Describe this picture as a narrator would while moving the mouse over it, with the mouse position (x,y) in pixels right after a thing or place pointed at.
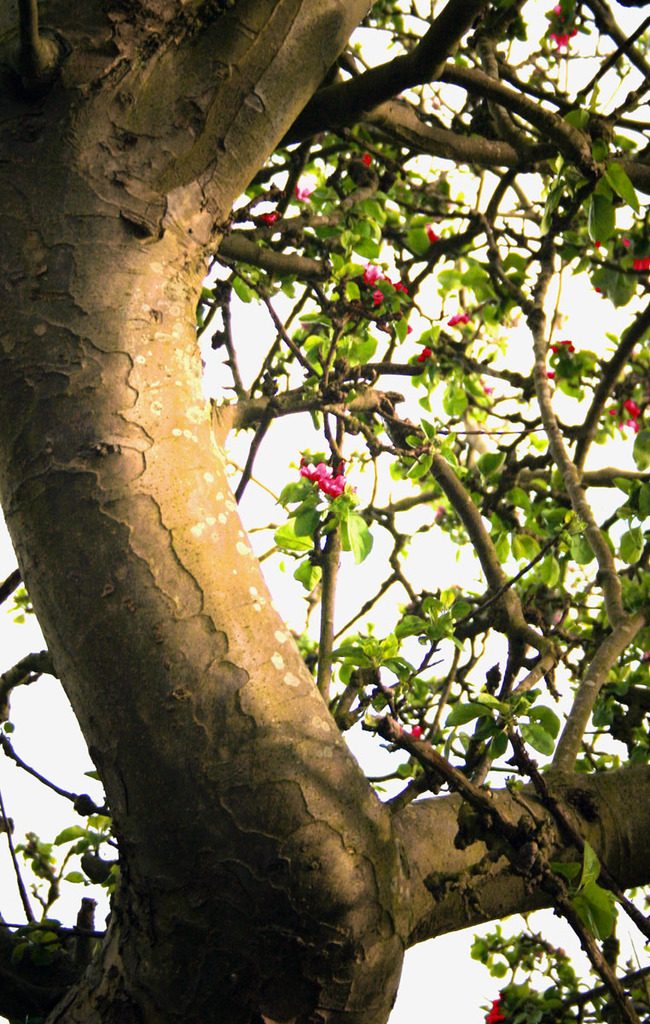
In this image, I can see a tree (318,532) with branches (416,434), leaves (380,313) and flowers (328,492). There is a white background (284,430).
